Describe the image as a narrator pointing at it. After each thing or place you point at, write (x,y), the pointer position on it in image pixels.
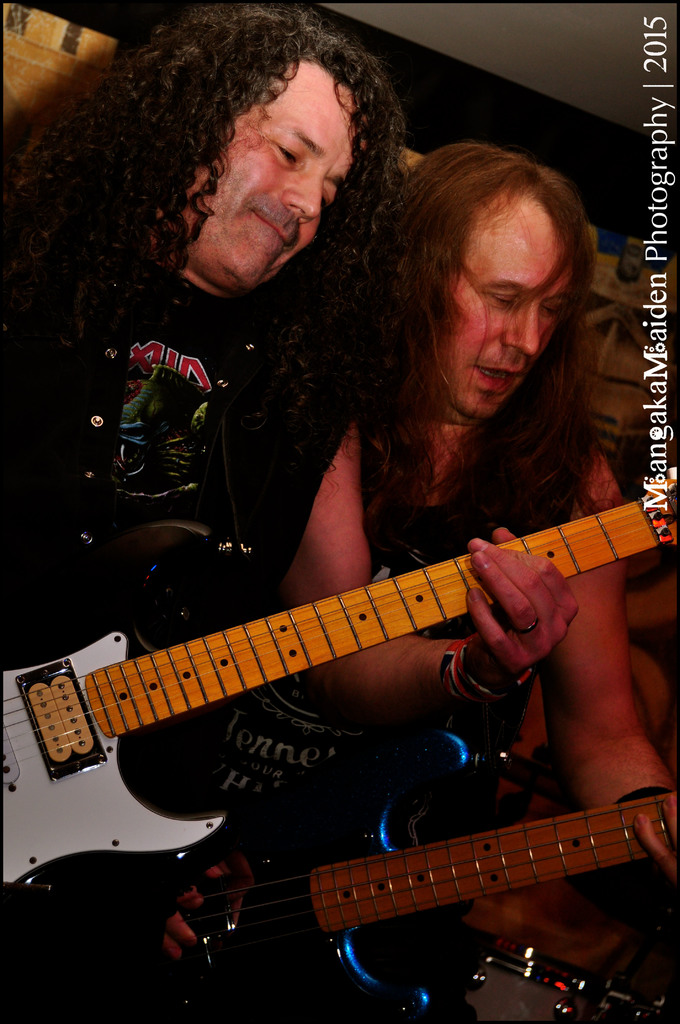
As we can see in the image there are two people (263,389) holding guitars (223,814).
